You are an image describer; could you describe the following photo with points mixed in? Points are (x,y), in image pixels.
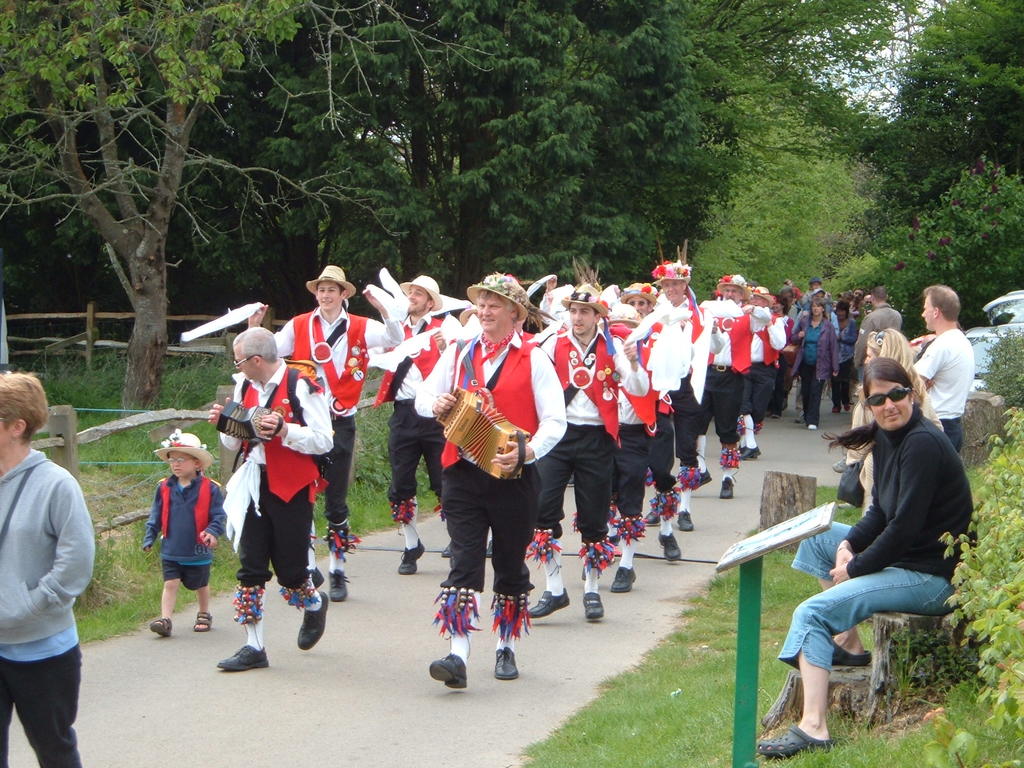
In this picture there is a group of men (534,391) wearing red and white color dress (530,398) walking on the street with music instruments (481,431). Behind there are some trees (235,192). On the right corner (894,537) there is a woman (893,505) wearing black t-shirt (906,534) is sitting and watching straight in the camera.
